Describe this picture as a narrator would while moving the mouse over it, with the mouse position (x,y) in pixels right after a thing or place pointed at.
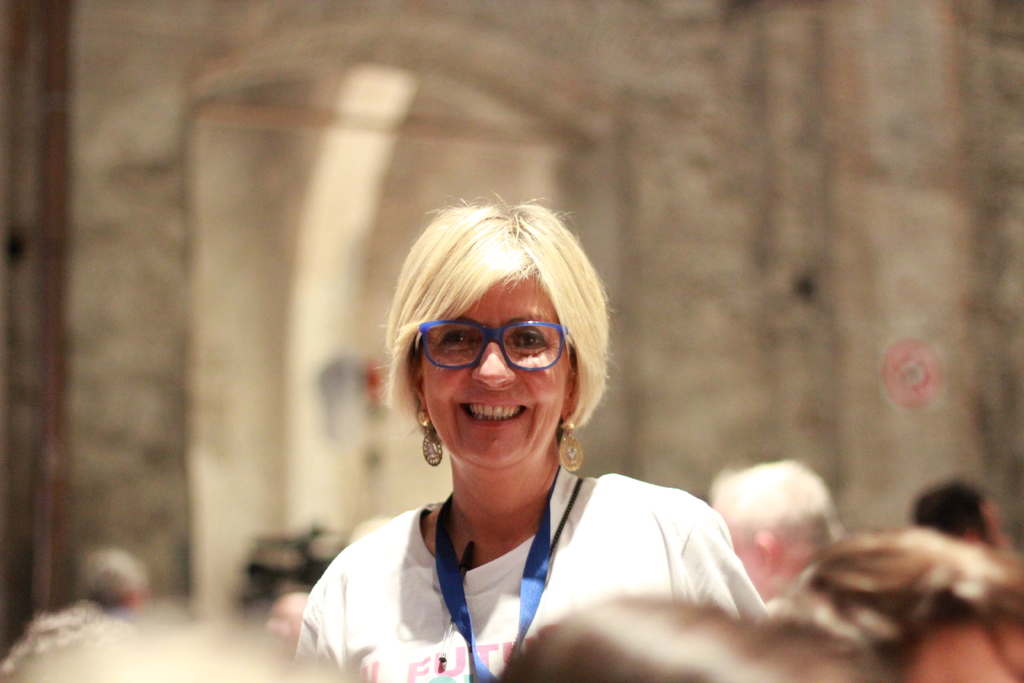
In this image there are group of persons (446,591) truncated towards the bottom of the image (879,617), there is a person (857,618) truncated towards the right of the image (970,600), there is an object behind the persons (971,652), at the background of the image (370,175) there is a wall (210,215) truncated.
